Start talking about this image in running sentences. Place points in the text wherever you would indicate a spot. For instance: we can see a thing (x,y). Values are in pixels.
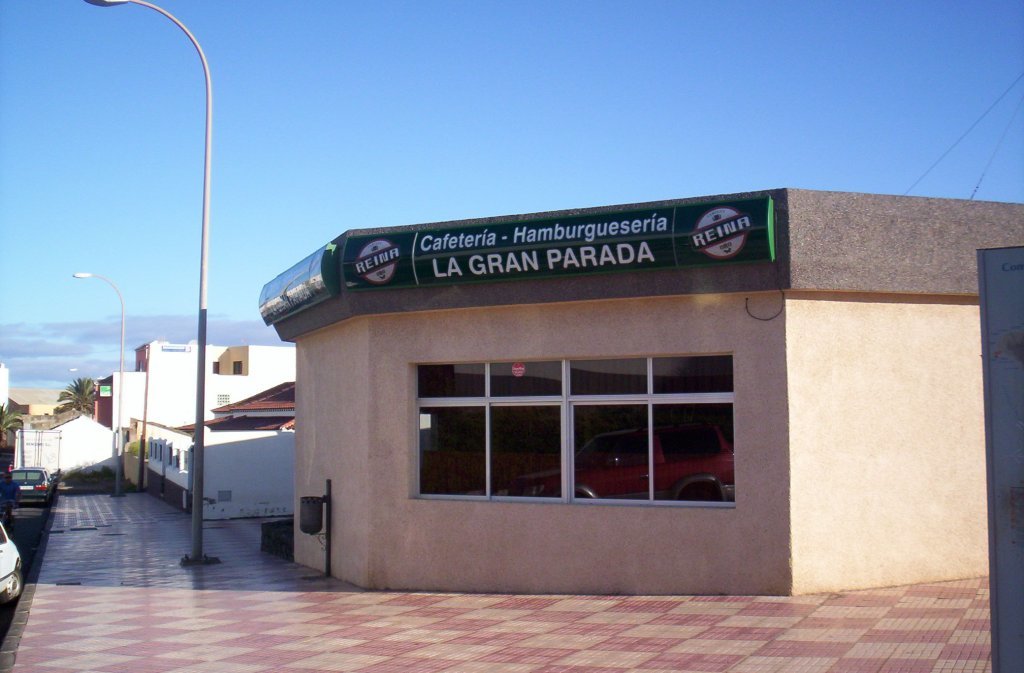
In the picture we can see a path (228,621) with tiles (225,608) and on it we can see the poles (163,7) with lights (94,1) and besides it, we can see houses (497,329) and to the house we can see glass windows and written on top of it as cafeteria hamburgueseria and in the background (246,68) we can see houses (103,449), trees (89,409) and sky (224,334) with clouds (82,358).
